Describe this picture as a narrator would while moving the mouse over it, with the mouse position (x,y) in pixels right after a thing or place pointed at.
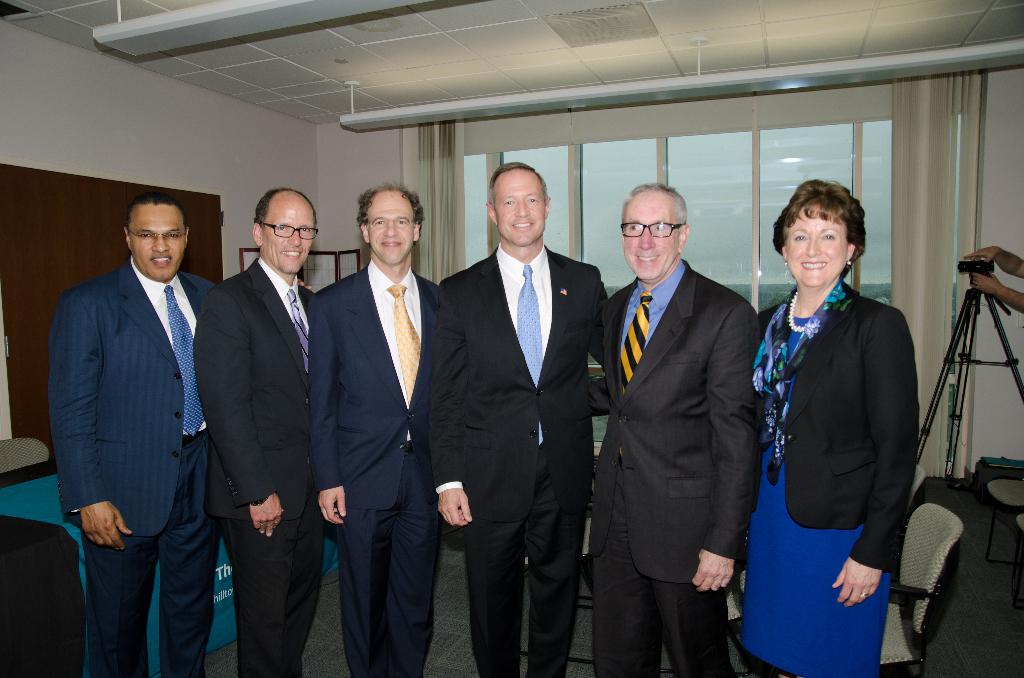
In this image there are group of people (665,313) who are posing for the picture. At the top (433,72) there is ceiling (405,36) with the lights (470,116). In the background (566,153) there are windows (731,157) with a curtain (910,113) beside it. Behind them there are chairs (942,537). On the right side (978,301) there is a tripod (965,322) on which there is a camera (963,268).
